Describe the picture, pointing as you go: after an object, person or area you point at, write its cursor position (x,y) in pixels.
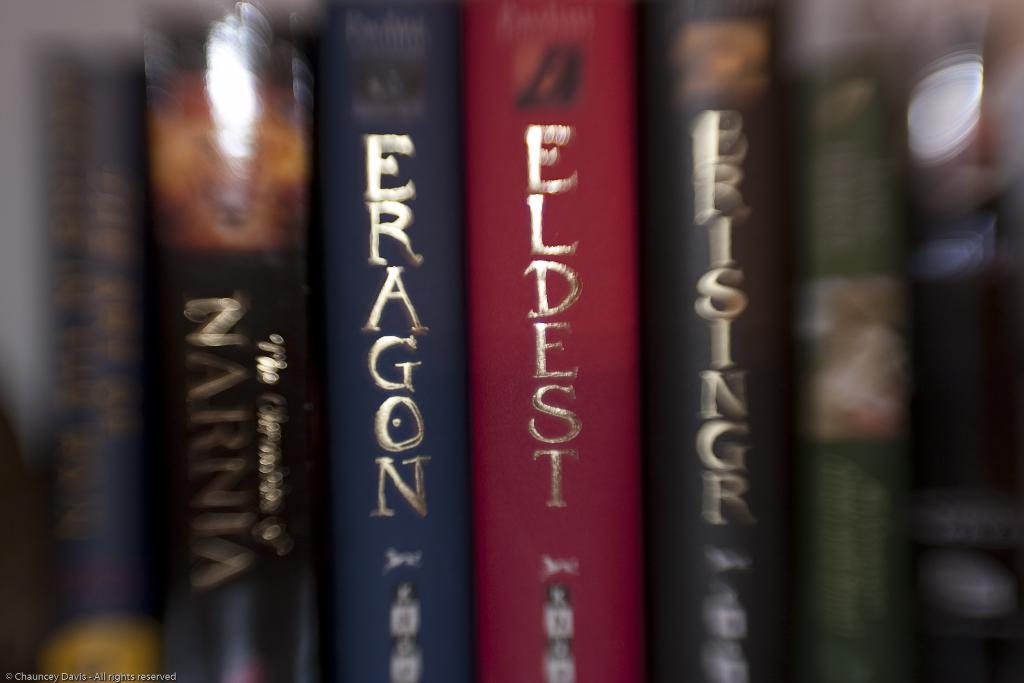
In this image we can see group of books (405,330) with some text (219,357) on them.
